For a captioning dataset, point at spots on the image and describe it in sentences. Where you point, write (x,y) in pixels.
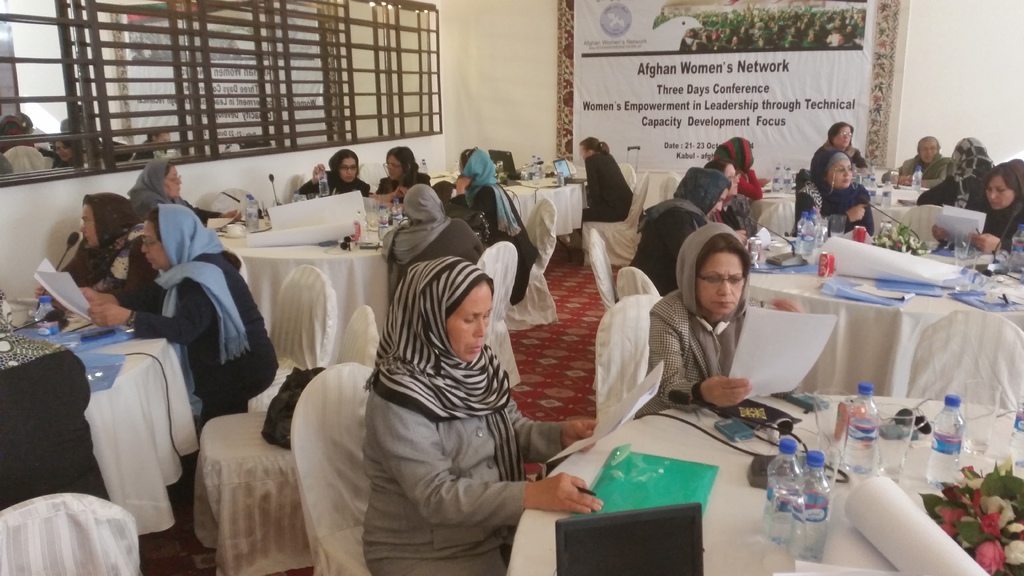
It is a three days conference held for women (479,440) to improve leadership through technical capacity there are many women (611,164) sitting around the tables (850,334) on the table (726,489) there are some bottles (780,481), files (663,502), papers (952,562) etc. behind the room (527,85) to the background (591,32) there is a big banner (826,58) stick to the wall (542,86) to the left side (296,102) there is an Iron fencing (435,84).
